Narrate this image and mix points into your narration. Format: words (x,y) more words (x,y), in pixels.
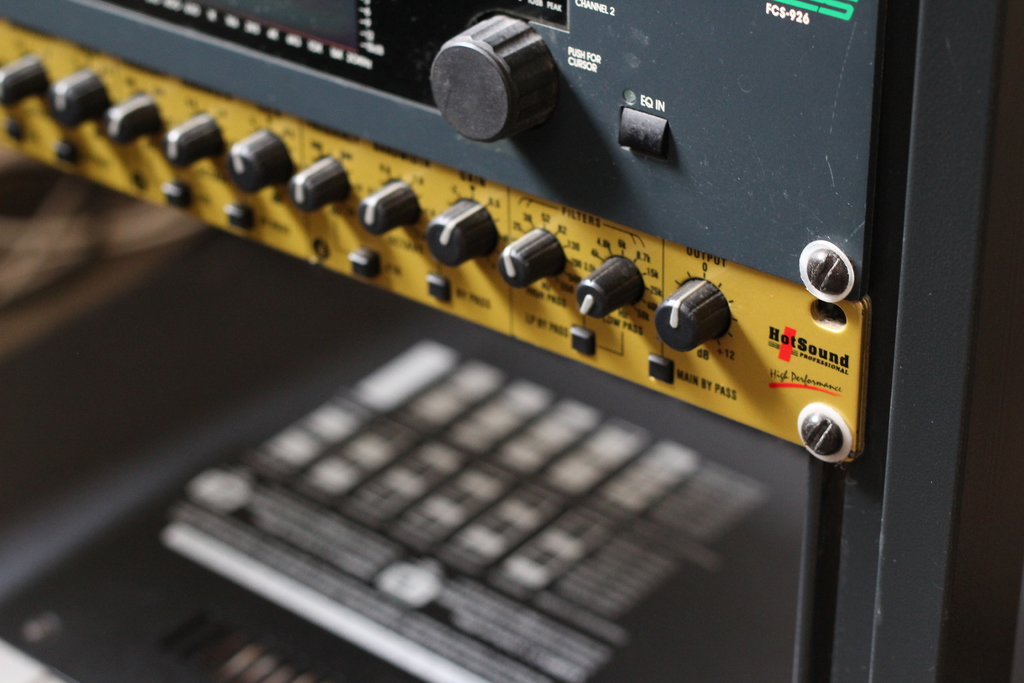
In this picture I see an equipment (250,113) in front (627,33) on which there are black color things (325,165) and I see something is written on it and I see that it is blurred on the bottom of this picture (246,512).
